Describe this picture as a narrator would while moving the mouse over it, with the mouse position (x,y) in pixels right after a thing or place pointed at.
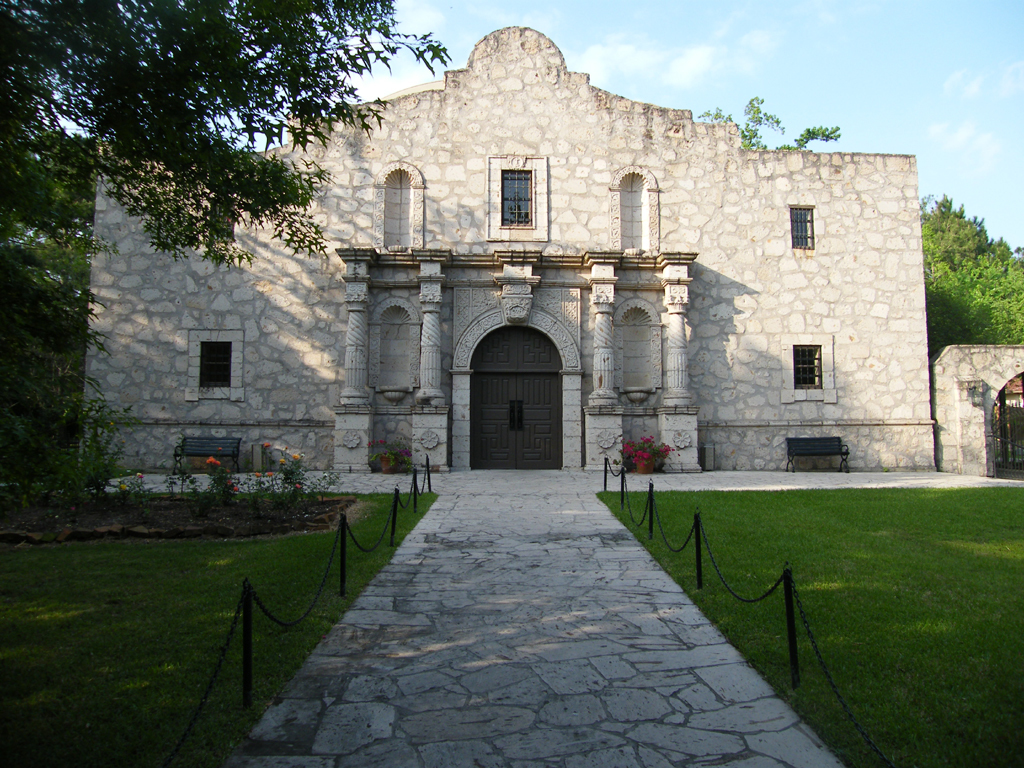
In the image there is a building (333,288) in the front (745,446) with garden (89,465) on either side of it, there are trees (967,276) over the background (1017,251).
